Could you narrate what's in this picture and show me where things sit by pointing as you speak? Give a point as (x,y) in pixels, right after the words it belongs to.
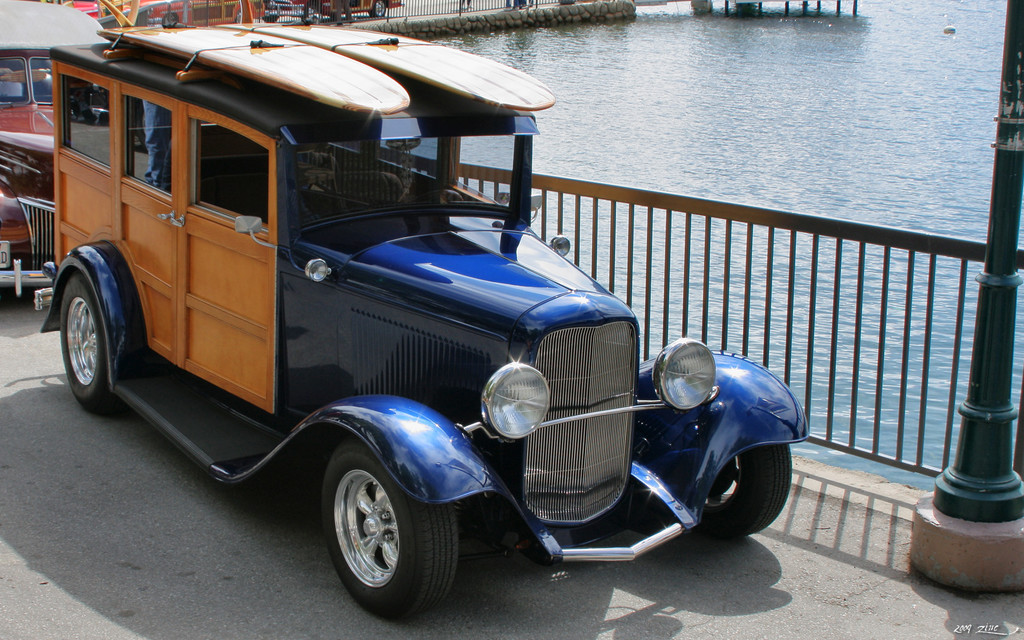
In this image these two vehicles (222,244) as we can see in middle of this image (458,336), There is a river (747,177) at right side of this image (707,141) and there is a pole (993,311) at right side of this image (985,342) and there is a road (230,630) at bottom of this image (92,502).
